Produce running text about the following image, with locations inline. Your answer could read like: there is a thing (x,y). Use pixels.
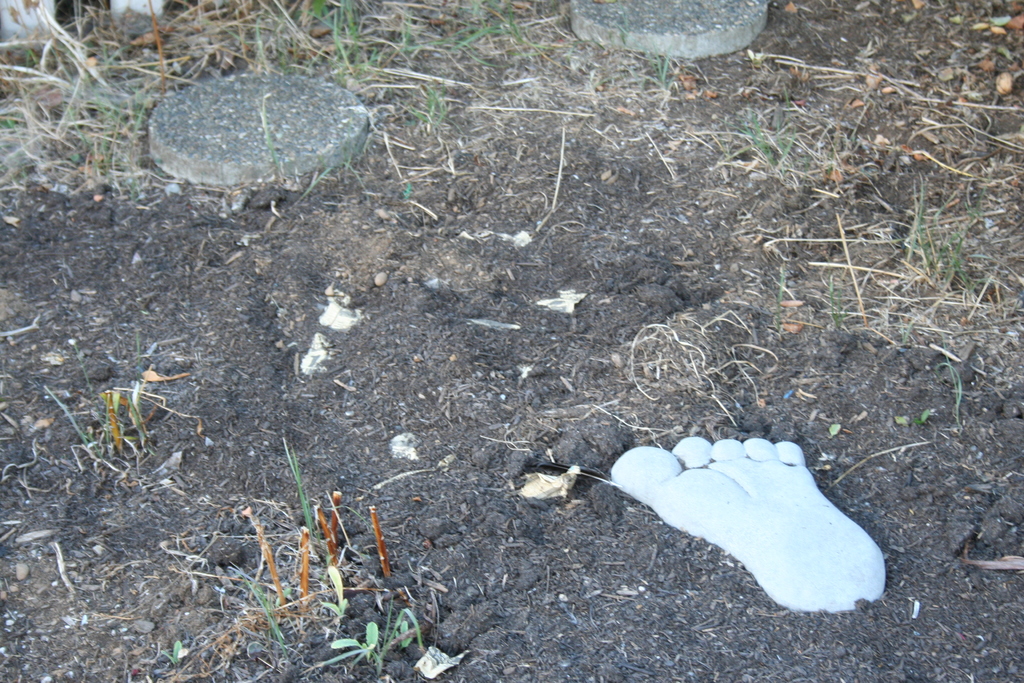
In this image there is an object (754,536) which is white in colour on the ground (301,383) and there are dry leaves (317,36) on the ground (839,72) and there is grass (369,76).
